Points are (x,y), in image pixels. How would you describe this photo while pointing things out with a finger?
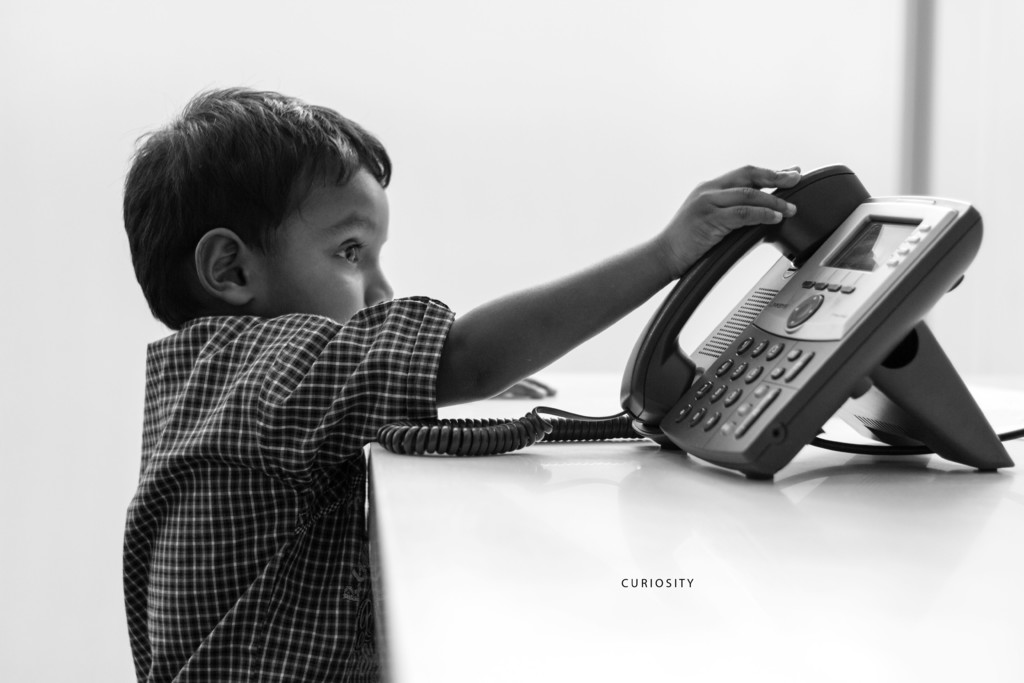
In this picture there is a boy (236,606) standing and holding a telephone handset (803,199) and we can see telephone (738,457) and cable (538,442) on the table (790,485) and text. In the background of the image (752,18) it is white.
